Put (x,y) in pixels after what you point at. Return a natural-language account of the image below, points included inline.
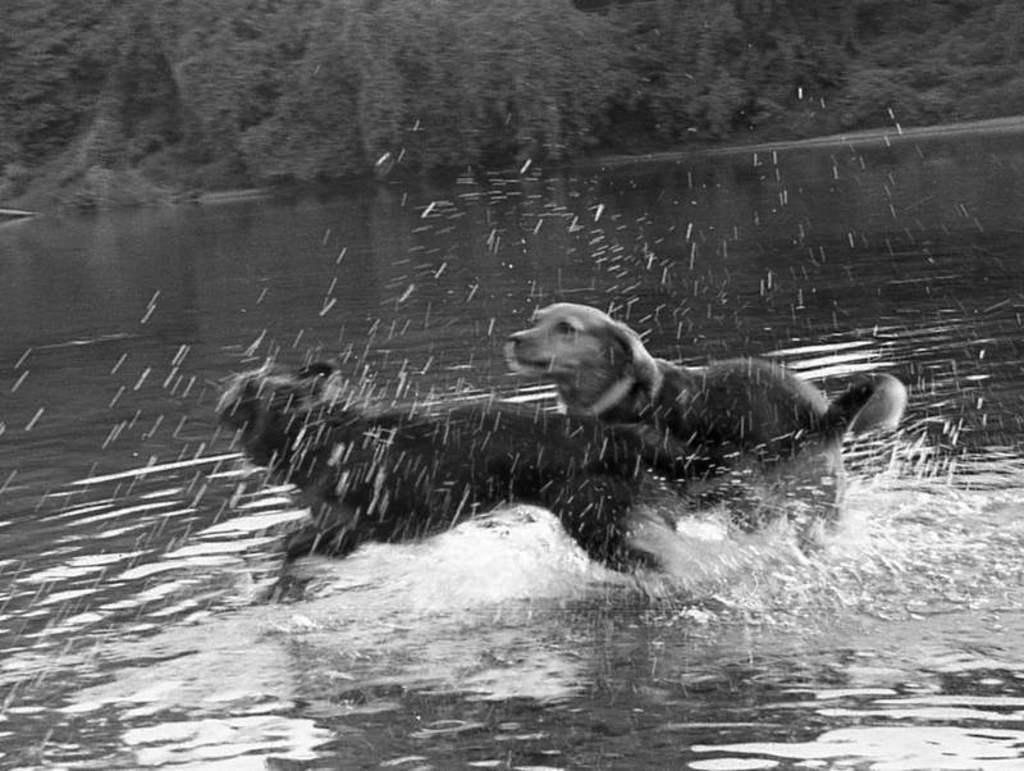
This is a black and white image. In this image we can see two dogs (604,321) in a water body (485,380). On the backside (585,131) we can see a group of trees (532,158).
